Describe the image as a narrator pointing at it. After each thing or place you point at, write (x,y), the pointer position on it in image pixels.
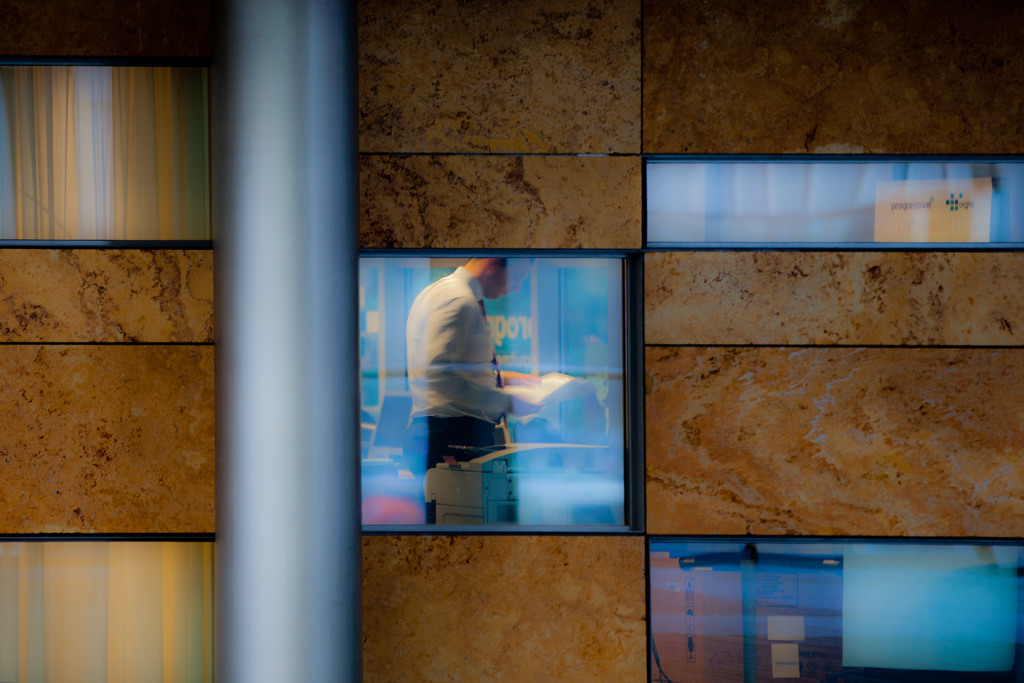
In this image we can see an architecture (673,302), in the center of the architecture (550,363) there is a person (453,365) standing and holding a paper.
